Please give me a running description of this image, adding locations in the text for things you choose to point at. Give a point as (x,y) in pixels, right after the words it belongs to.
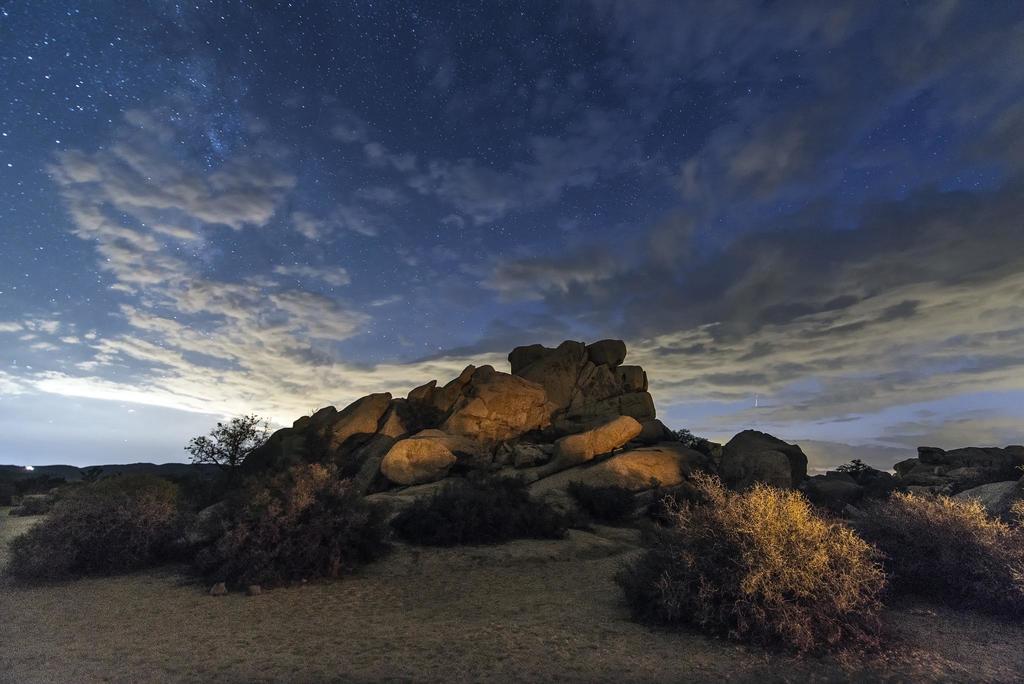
In this image we can see plants (364,512), sand (348,655) and rocks (354,473). In the background (79,300) we can see trees (201,448), stars (31,233) and clouds (240,200) in the sky (240,199).
